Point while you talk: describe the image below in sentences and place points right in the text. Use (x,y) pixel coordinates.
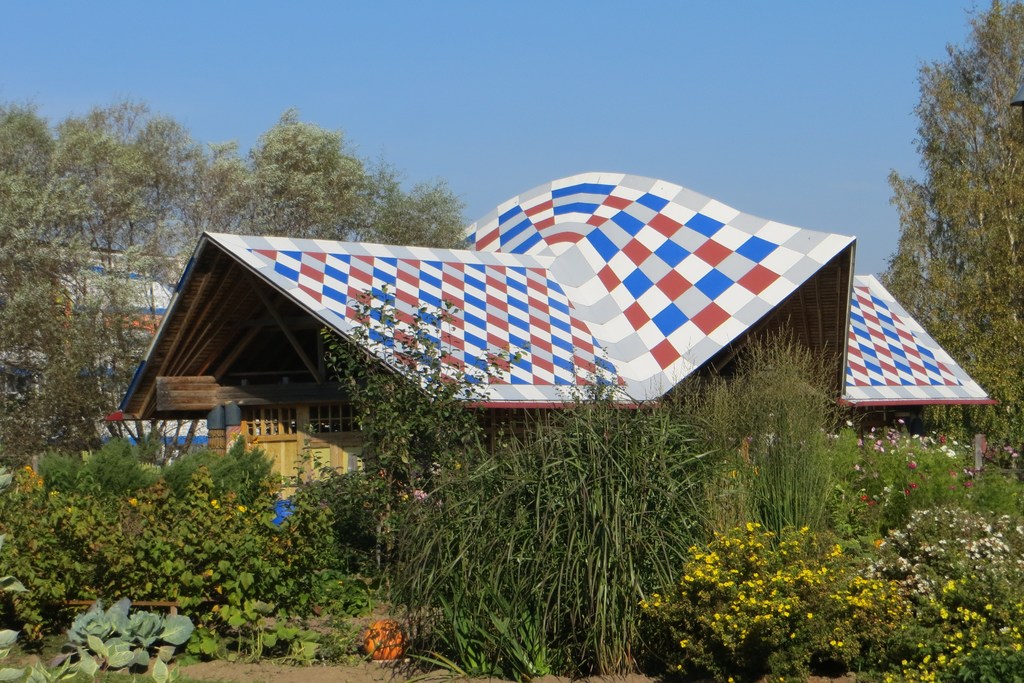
This picture is clicked outside. In the foreground (250,561) we can see the plants (802,569) and flowers (921,577). In the center (556,276) there is a cabin (616,281). In the background (712,90) we can see the sky (646,100), trees (962,302) and some other object (155,293).
